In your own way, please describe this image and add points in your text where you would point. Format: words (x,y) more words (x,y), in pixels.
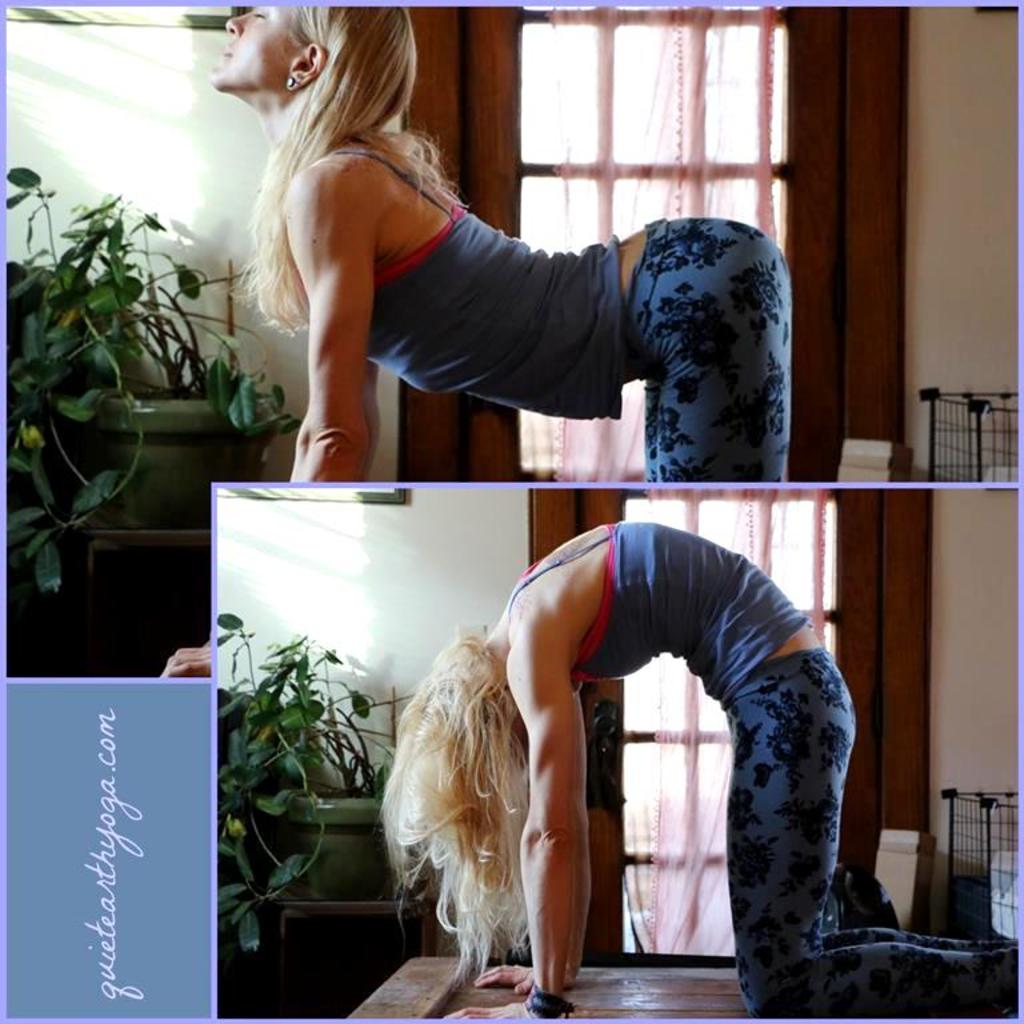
This is a collage image. We can see a woman (458,339) in different positions. Behind the woman (577,406), there is a curtain (594,136), window (621,173), house plant (123,345) and a wall (1012,582). On the right side of the image (974,431), there is an object (951,474). In the bottom left corner of the image (105,801), it is written something.
